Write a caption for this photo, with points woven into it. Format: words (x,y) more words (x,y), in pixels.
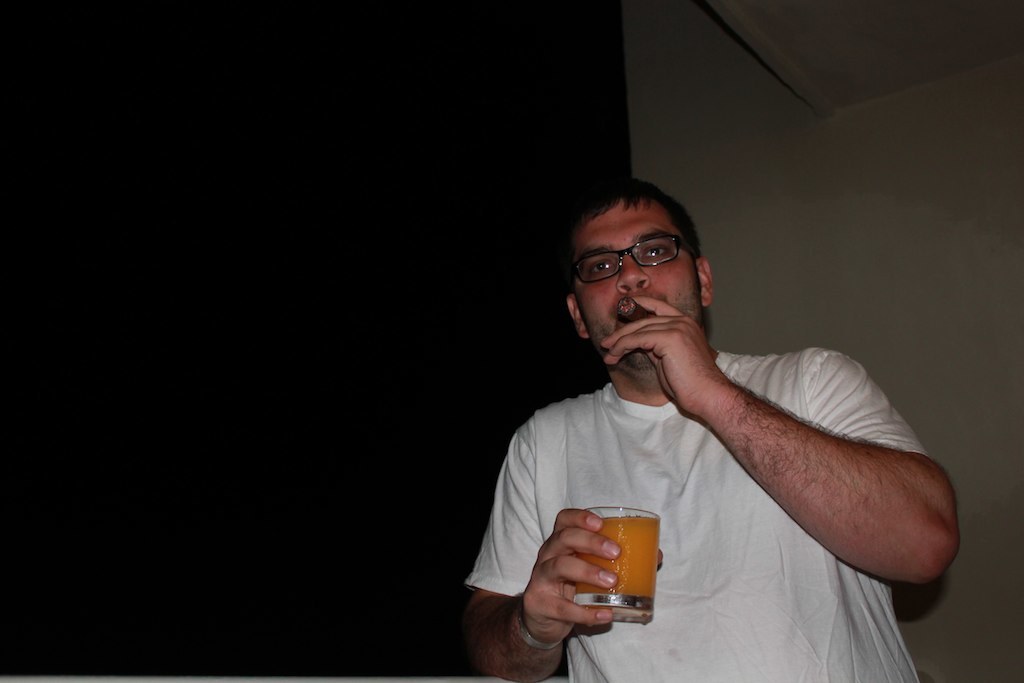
This is the picture of a person (562,549) who is holding a glass (649,522) in his right hand (558,522) and a cigar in his left hand (656,341) who wore a white tee shirt (641,430) and have spectacles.
